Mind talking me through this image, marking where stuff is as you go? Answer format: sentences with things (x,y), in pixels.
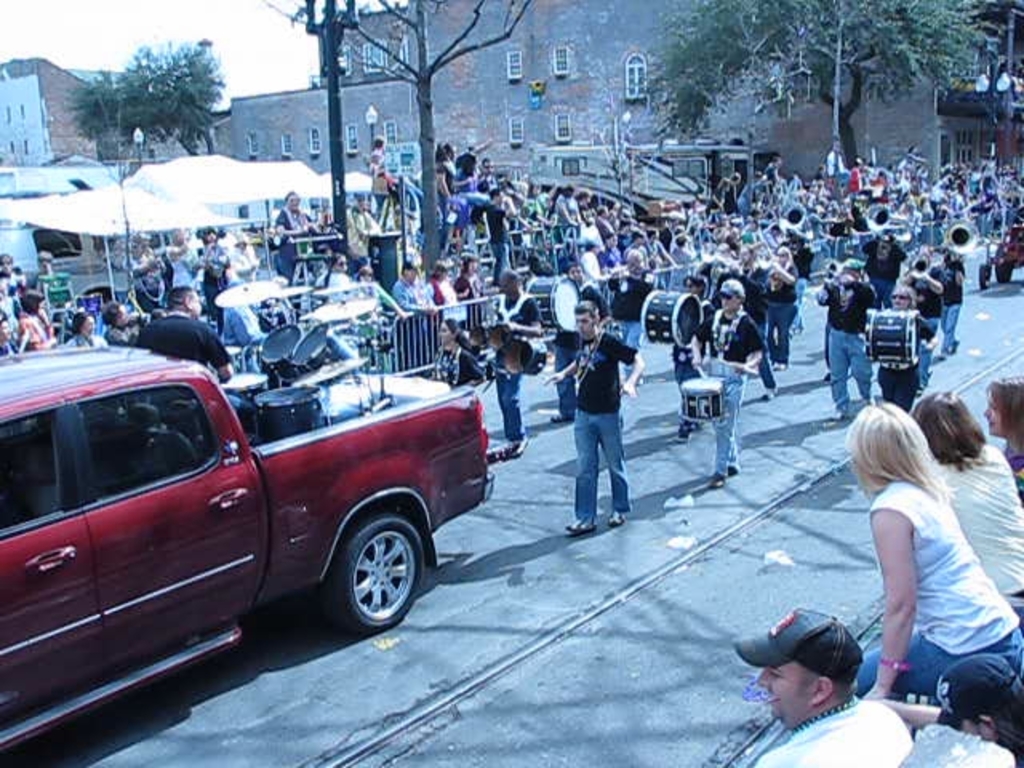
In this image there are group of people (462,278), some are playing drums (695,399). There is a car (460,418) on road (542,590), there is a railing (476,316) on the road (666,427). At the background (347,147) i can see a light pole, tree (712,62) and a building (597,40). At the top of the image (263,33) there is a sky (252,29).
